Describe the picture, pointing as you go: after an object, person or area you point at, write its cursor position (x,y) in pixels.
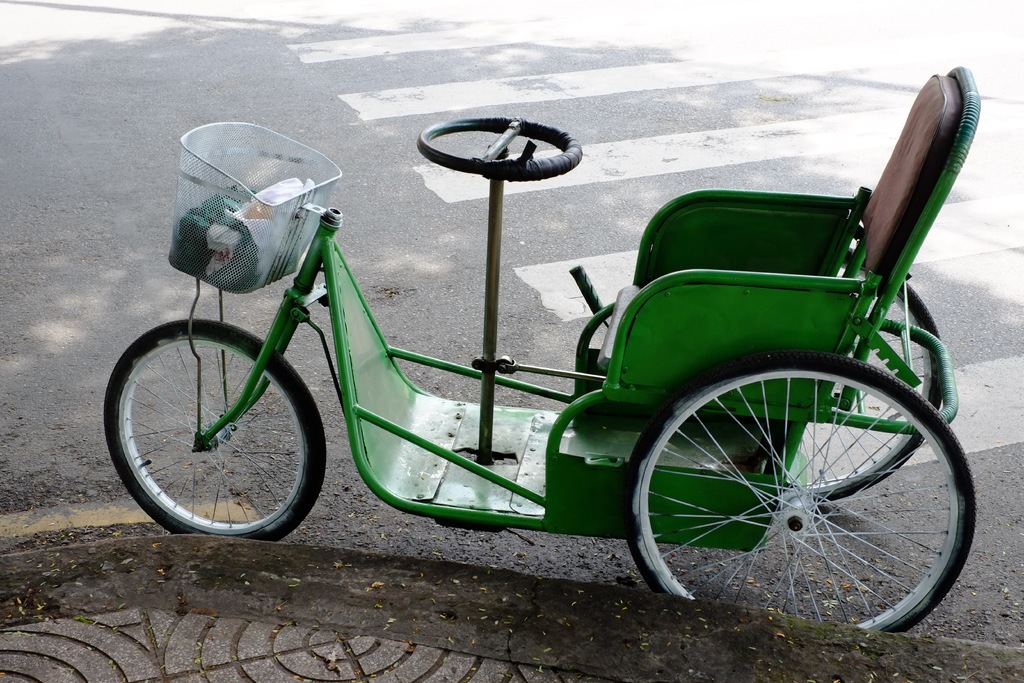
In this picture we can see a green color tricycle (501,379) on the road (454,298).
